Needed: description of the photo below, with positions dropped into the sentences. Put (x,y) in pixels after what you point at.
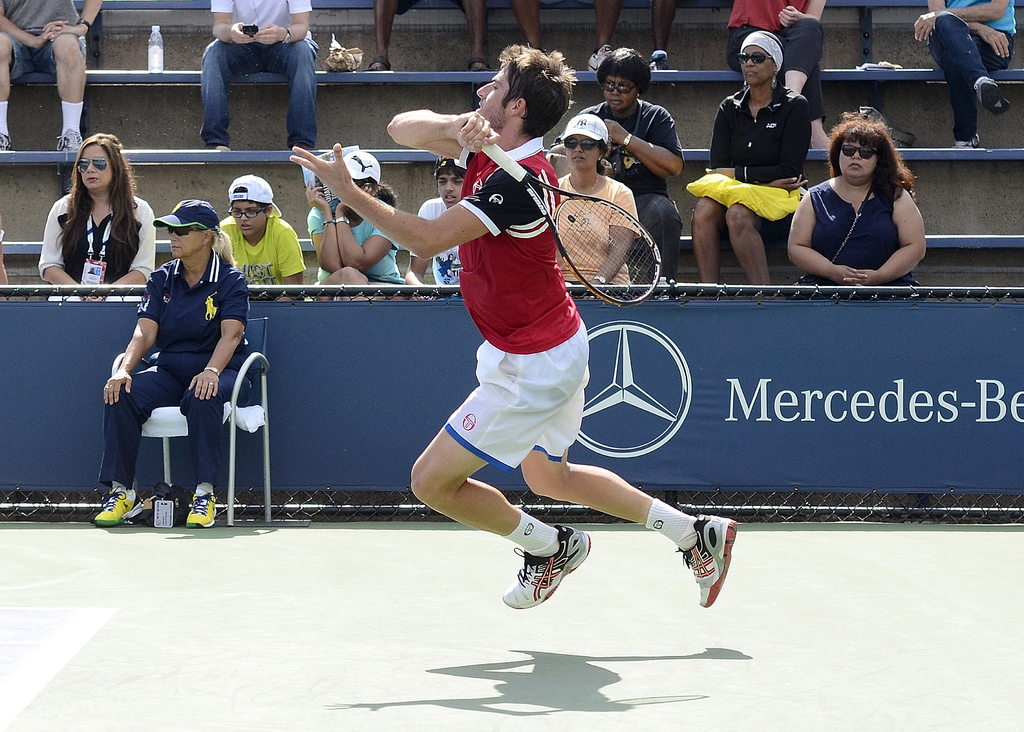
In the image there is a person (571,355) in maroon t-shirt (526,339) and white short (510,371) playing tennis on the tennis field (615,525) and behind there are few people (764,78) sitting on steps (255,138) behind the fence (355,375).
